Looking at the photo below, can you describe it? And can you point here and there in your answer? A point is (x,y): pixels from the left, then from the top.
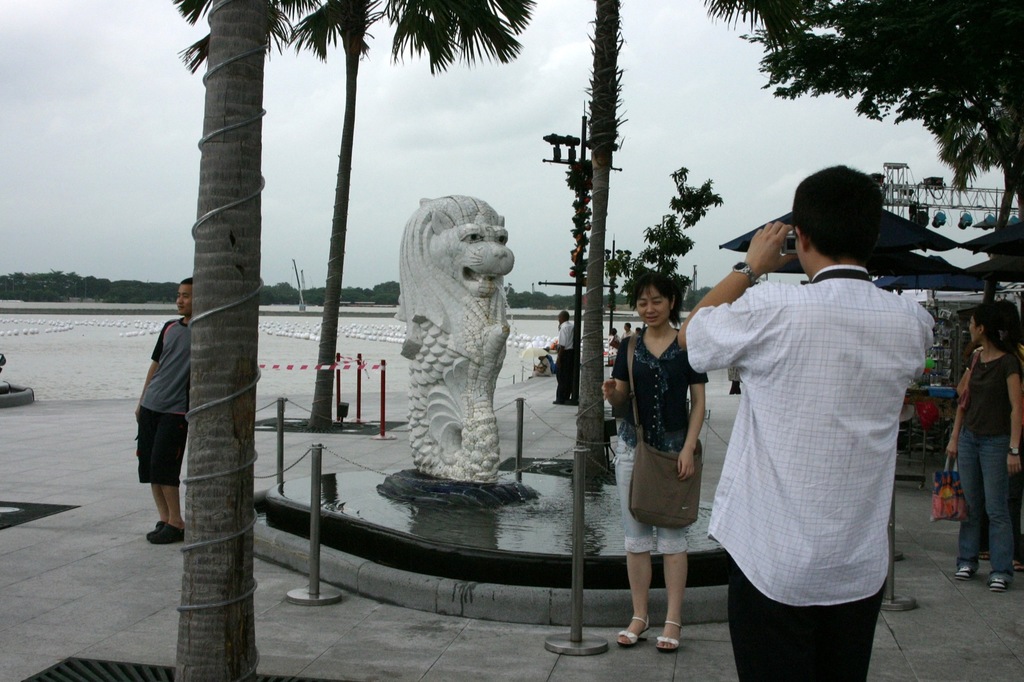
In this image we can see a few people (761,375), among them some are holding the objects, there are some trees (214,289), poles (925,198), huts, fence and a sculpture (441,392), in the background (363,217) we can see the sky (628,216).
